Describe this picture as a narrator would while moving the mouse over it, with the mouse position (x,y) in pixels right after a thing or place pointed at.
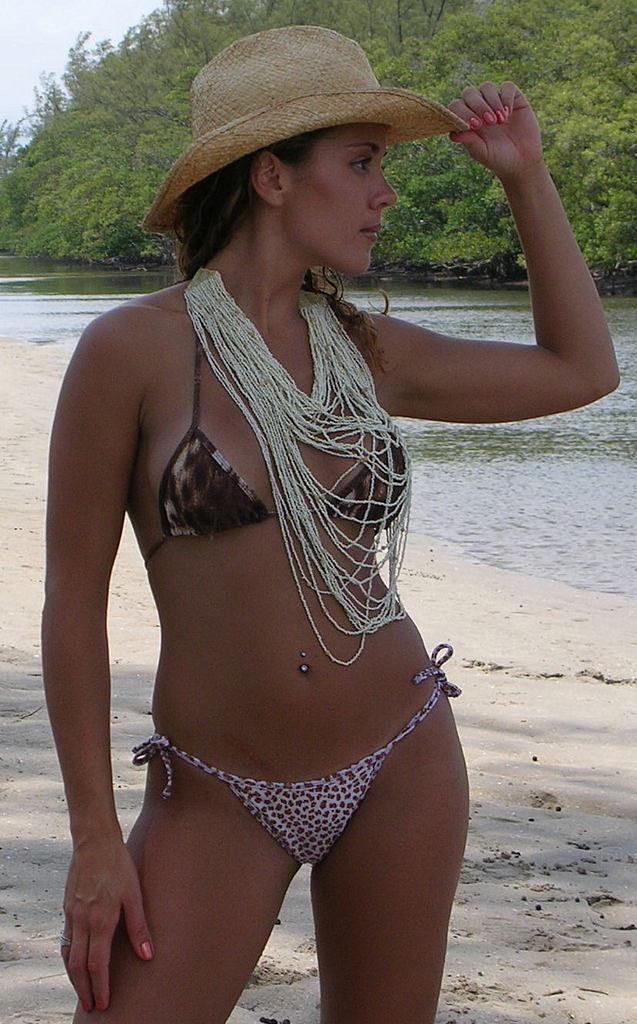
The woman (59,468) in front of the picture wearing hat (217,131) is standing. Behind her, we see water (449,440) and this water (601,501) might be in a lake (540,501). At the bottom of the picture (528,812), we see sand (580,691) and there are trees (456,263) in the background (432,166).
